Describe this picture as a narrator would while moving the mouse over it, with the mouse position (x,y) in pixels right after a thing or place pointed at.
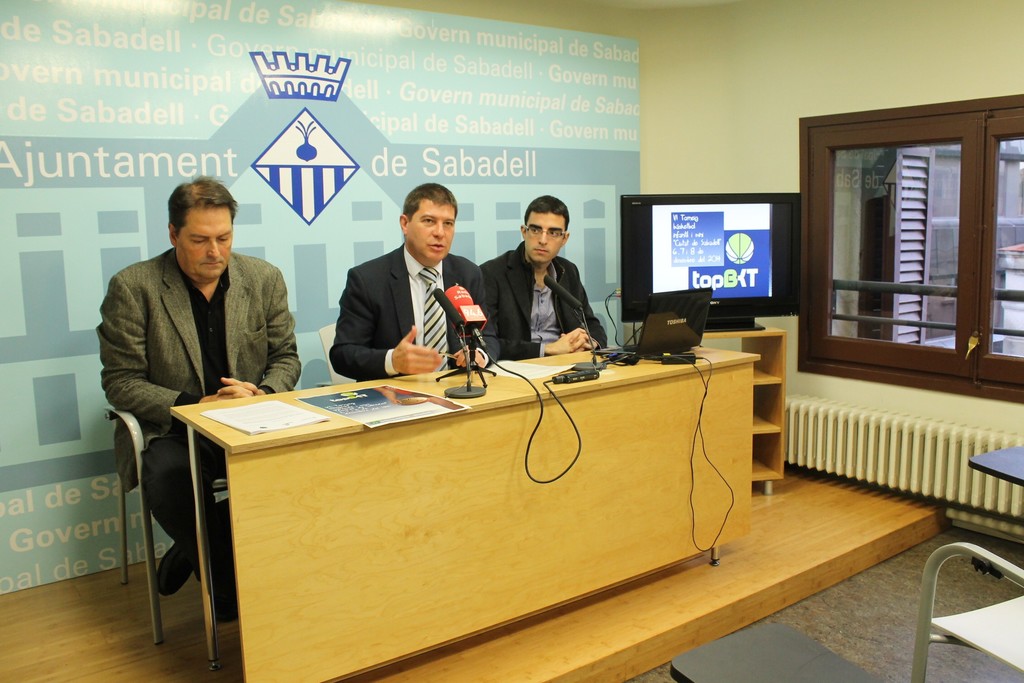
In this image i can see 3 persons (397,307) sitting on chairs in front of a desk (421,428), On the desk (501,422) i can see few papers (385,405), few microphones (450,308) and a laptop (662,329). In the background (617,313) i can see a huge banner (375,82), the wall (686,94), a television screen (682,220) and the window (959,244).
